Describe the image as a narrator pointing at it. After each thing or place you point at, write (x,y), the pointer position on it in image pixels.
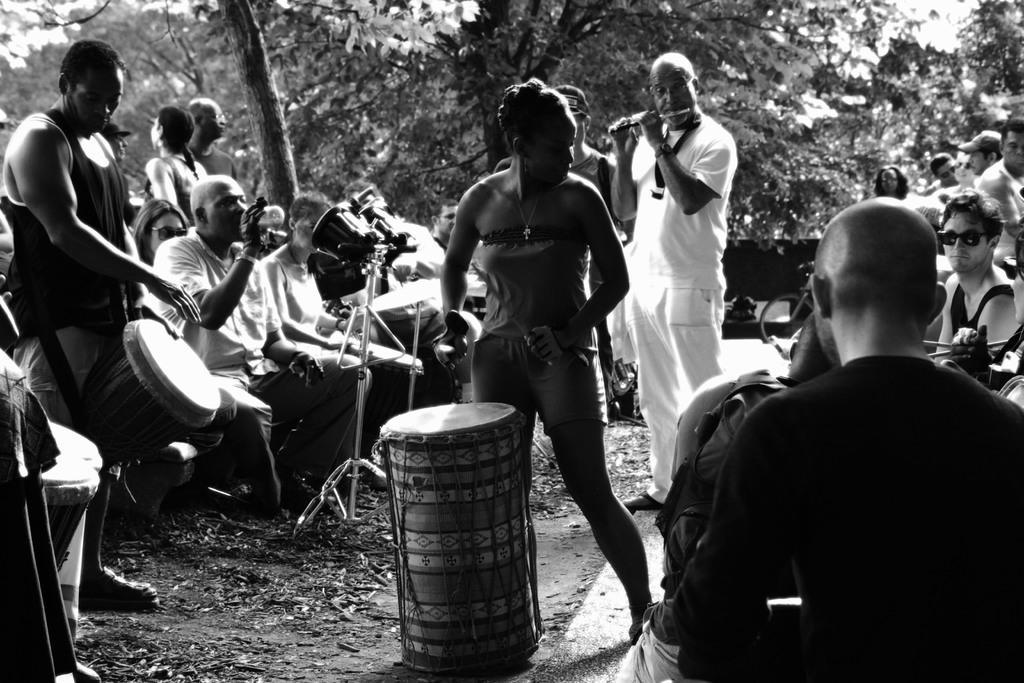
This picture is clicked outside the city in a ground (631,482). We see many people (36,463) standing and sitting in this image. In middle of this picture (569,430), we see women (579,386) playing drums (488,492). Behind them, we see black color bench (778,286). Behind them, we see trees (501,42).
